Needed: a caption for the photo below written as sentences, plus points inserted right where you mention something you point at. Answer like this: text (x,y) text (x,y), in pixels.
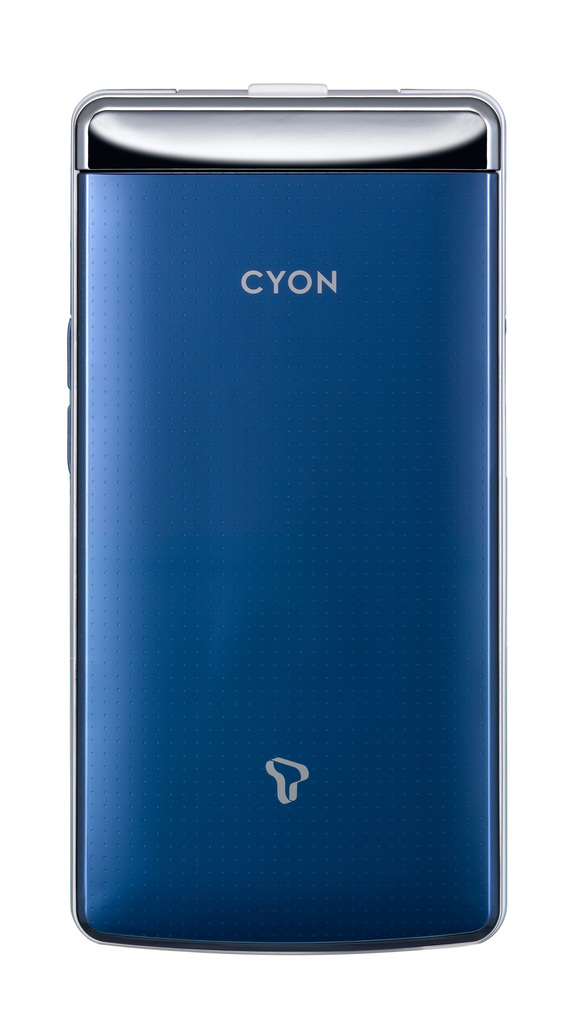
In this picture i can see an object (317,452) which is blue in color. On the object (308,847) i can see a logo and something is written on it. The background (520,282) is white in color.
